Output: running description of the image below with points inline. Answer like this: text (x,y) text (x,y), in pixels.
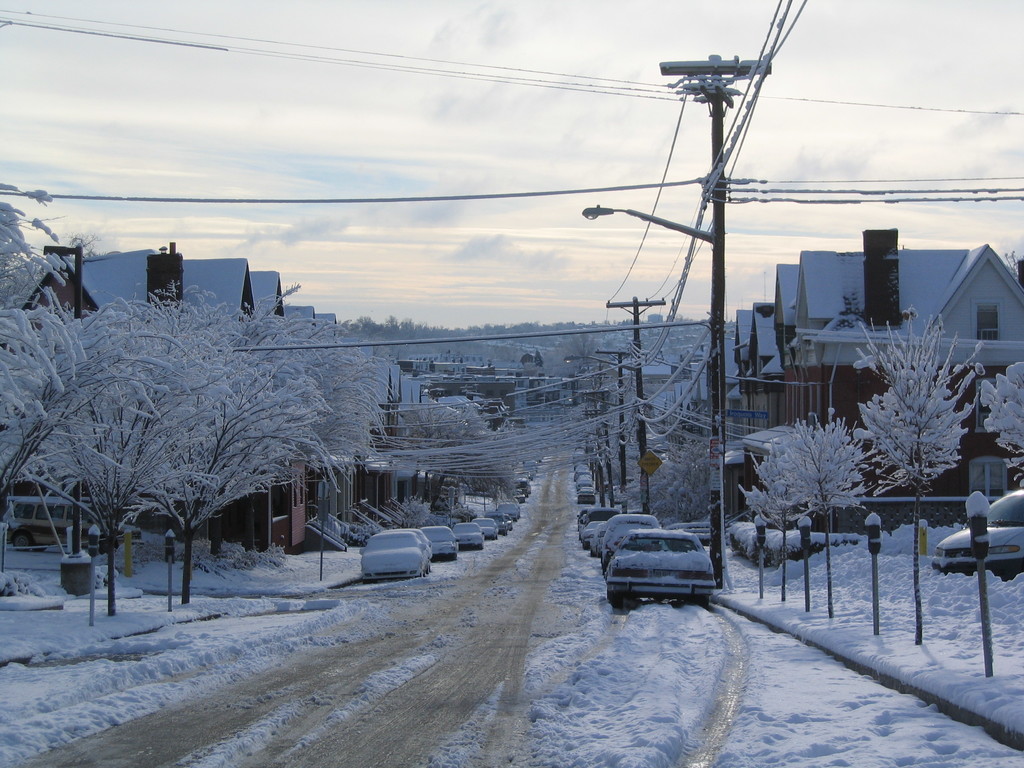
In this image there is a road (488,602) in the middle (576,502) which is covered by the snow (364,586). There are cars (444,548) on either side of the road (544,523) which are also covered by the snow (649,567). There are buildings (769,330) on either side of the road (560,523) and trees (349,427) in front of them. All the buildings (852,381) and trees (879,434) are covered with the snow (775,594). On the right side (716,492) there are electric poles (622,403) which are covered with the snow (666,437).
